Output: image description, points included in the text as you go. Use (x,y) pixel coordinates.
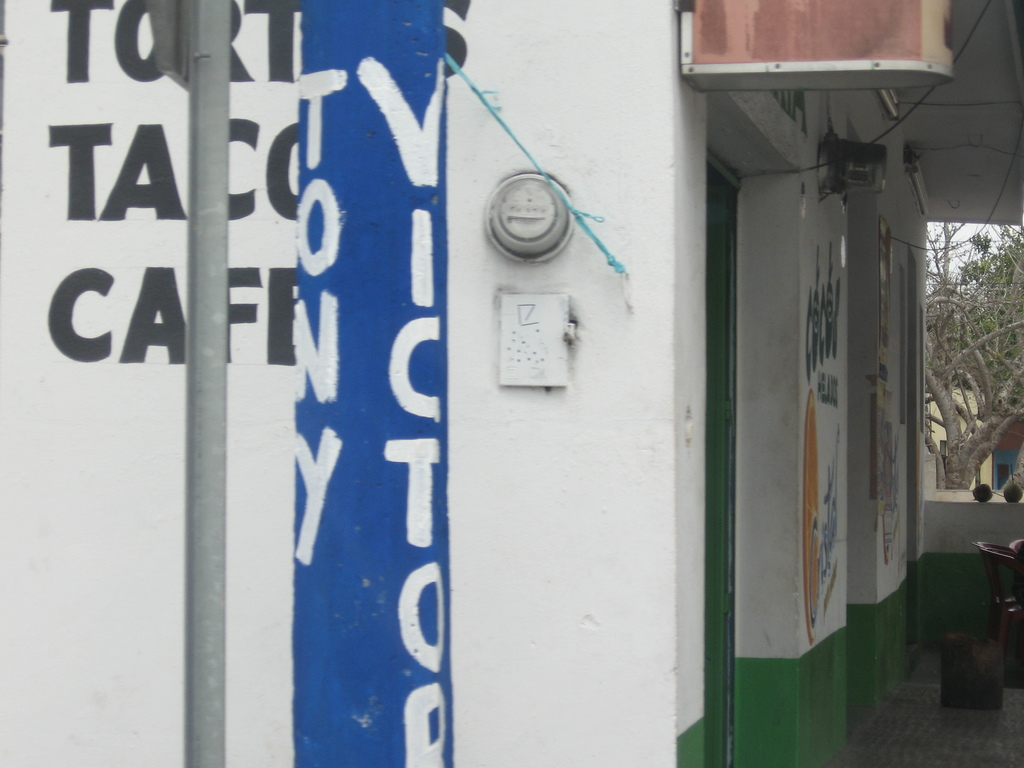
In the center of the image (611,356) there is a building (574,124). There is a wall (264,326) with some text (336,318). There is a pole (201,678). In the background of the image (947,434) there are trees (958,354).
